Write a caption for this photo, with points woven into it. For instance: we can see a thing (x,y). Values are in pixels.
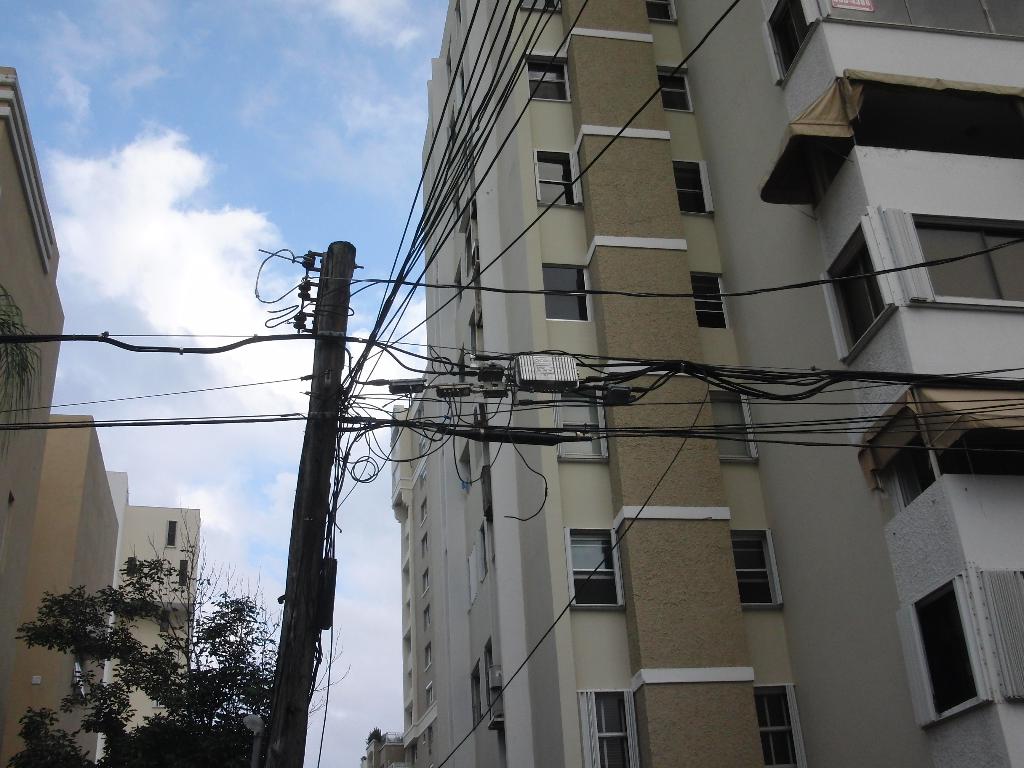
This is the picture of a place where we have some buildings (592,308) to which there are some windows (919,228) and also we can also see a pole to which there are some wires (286,309).
